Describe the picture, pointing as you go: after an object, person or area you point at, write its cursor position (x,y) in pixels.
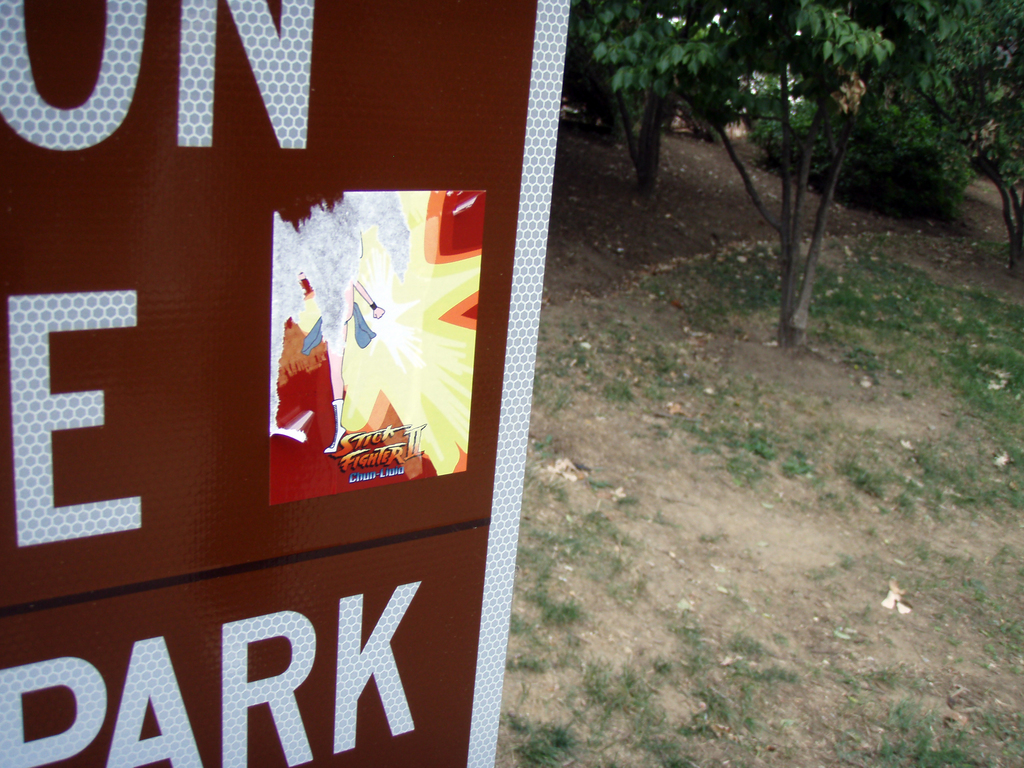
In this image we can see signage board (159,408), on right side of the image (791,252) there are some trees (951,14), grass (673,350) and mud (698,533).
